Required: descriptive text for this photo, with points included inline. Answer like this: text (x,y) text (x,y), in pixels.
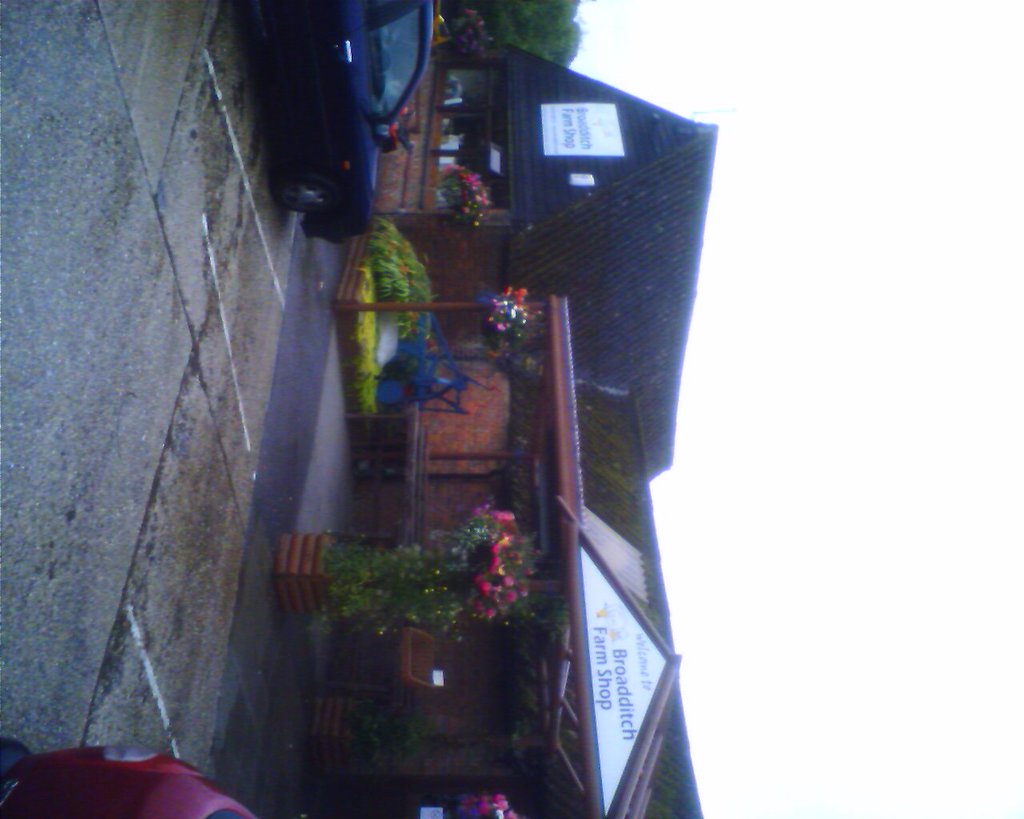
In this image I can see the vehicles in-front of the buildings (444,336). I can see the boards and flowers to the buildings (475,489). I can also see the plants (385,284). In the background (513,8) I can see the trees (543,19) and the sky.
